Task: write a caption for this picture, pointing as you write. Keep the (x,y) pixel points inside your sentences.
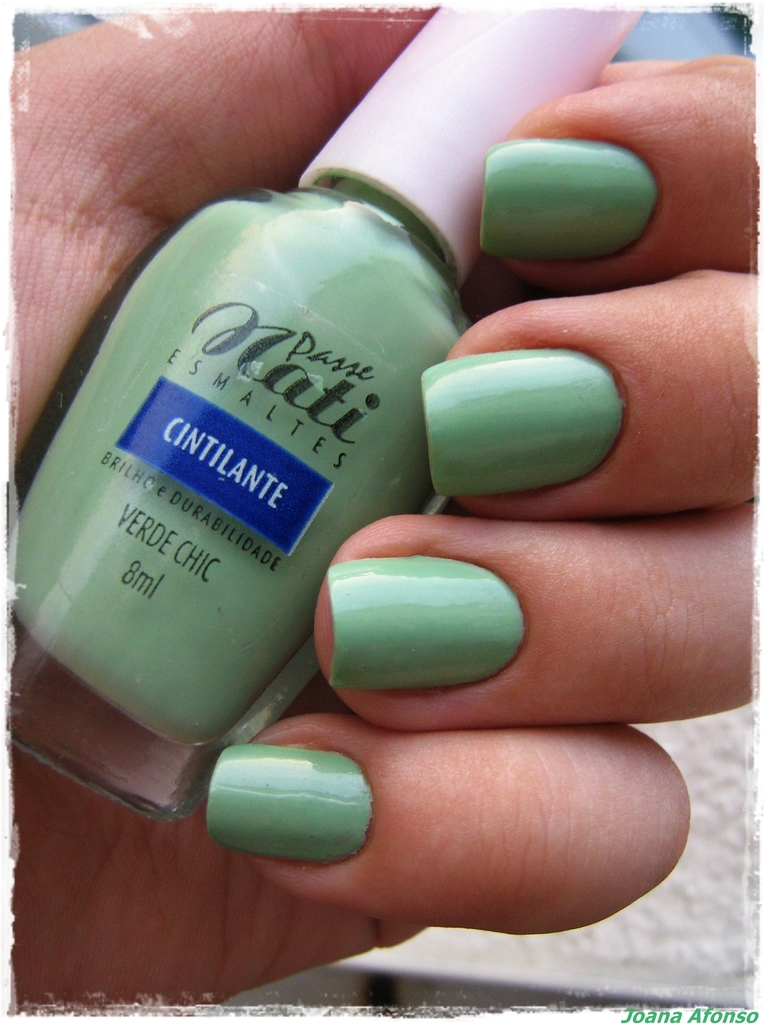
In this image we can see only a person's hand (582,633) holding a nail polish bottle (282,432). In the background (707,988) the image is not clear to describe and at the bottom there is a text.
